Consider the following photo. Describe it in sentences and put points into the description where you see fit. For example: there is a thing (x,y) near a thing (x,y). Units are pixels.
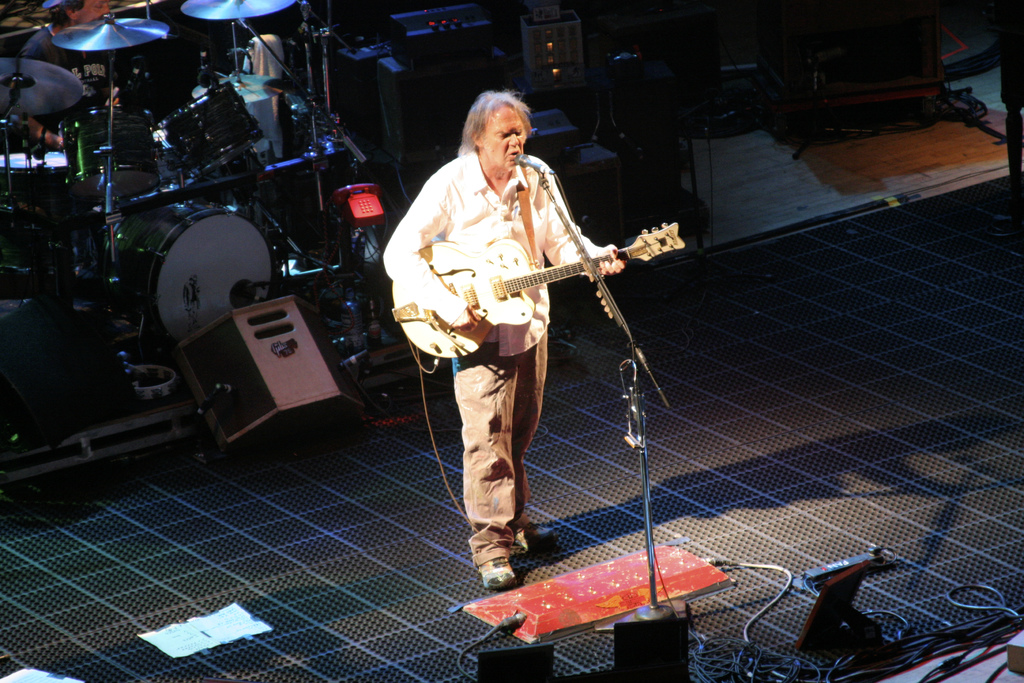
There is a man (554,236) standing on a stage (557,292) playing a guitar (482,257) and singing and a microphone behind him there are so many musical instruments (339,147) and a telephone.
